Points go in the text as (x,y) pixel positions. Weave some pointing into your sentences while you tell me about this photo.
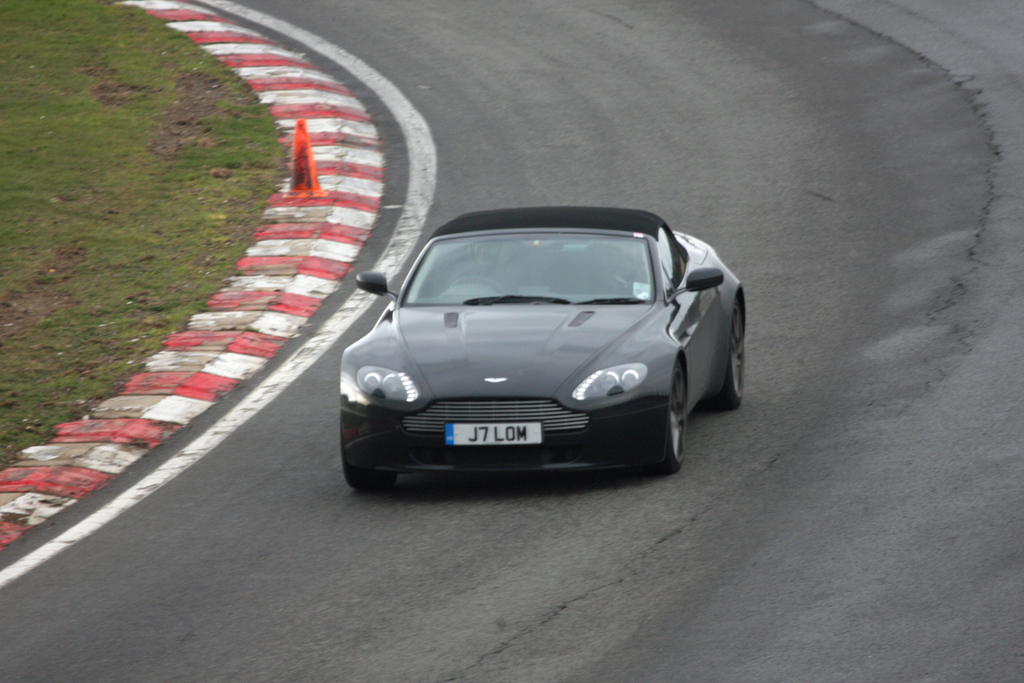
In this image there is a car (470,282) on the road (672,217). A person (470,282) is sitting in the car (480,274). There is a cone (311,183) is on the divider (306,246). Left top there is grassland (45,218).
